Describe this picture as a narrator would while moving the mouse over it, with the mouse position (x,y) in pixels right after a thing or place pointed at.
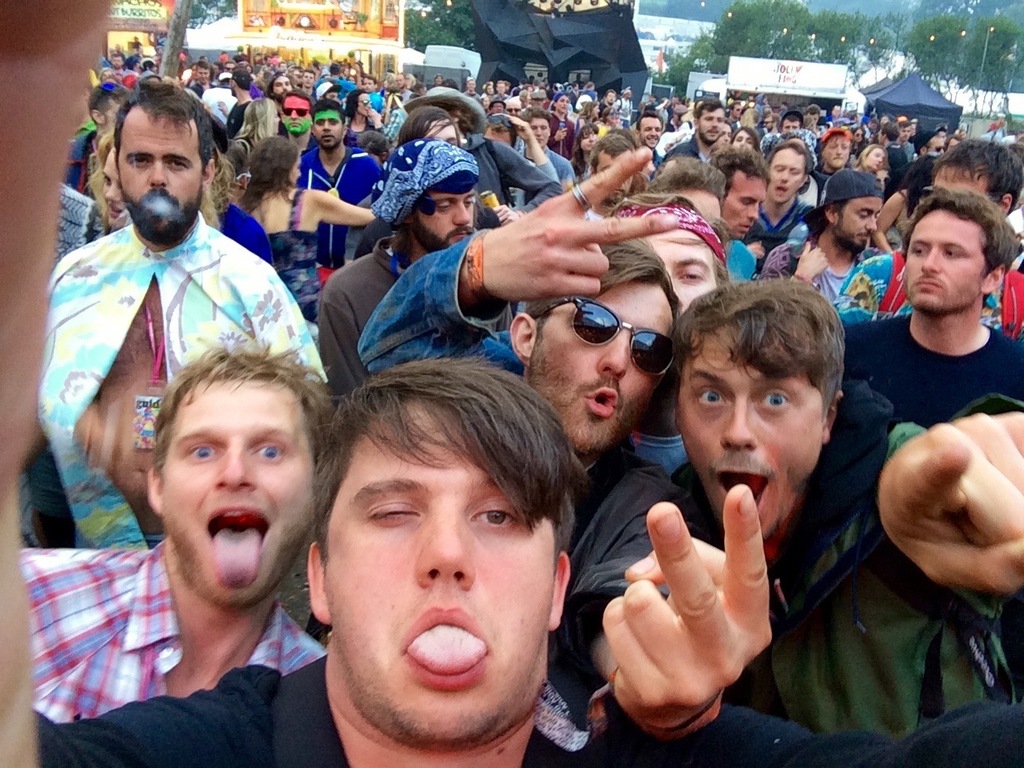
This image consists of a huge crowd (489,579). In the background (582,77), we can see buildings (534,31) and tents (997,111) along with the trees (797,56).
